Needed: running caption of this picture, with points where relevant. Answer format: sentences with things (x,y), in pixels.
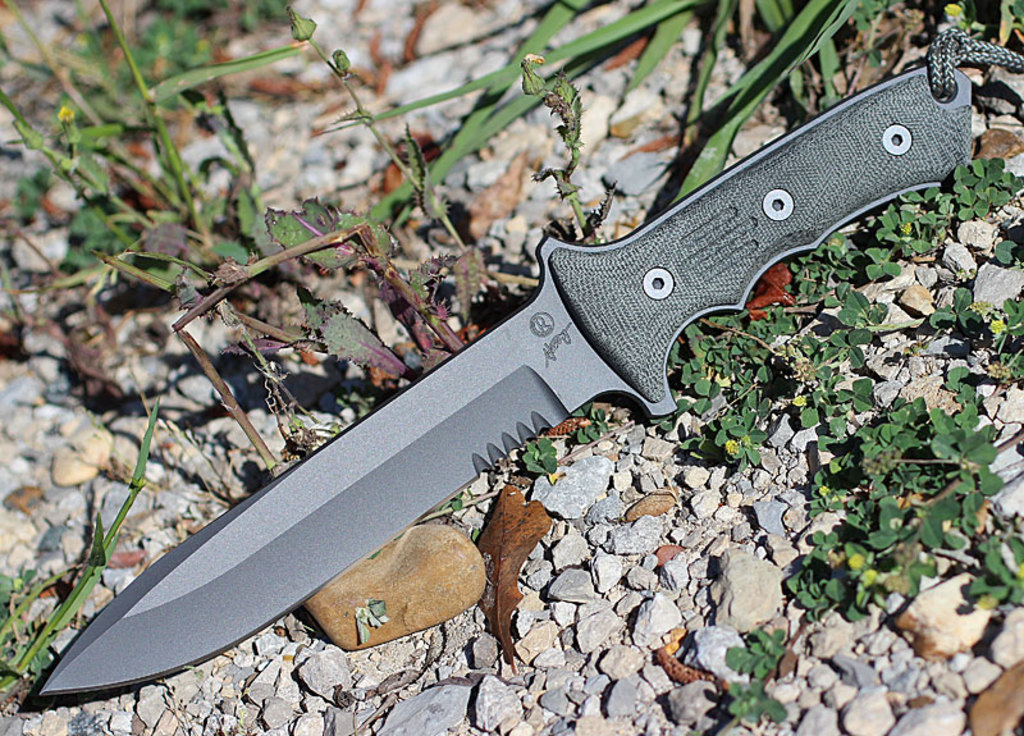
In this image we can see a knife (483,403) on a surface (552,548). Around the knife (546,388) we can see a group of stones (390,643) and plants (746,358).
